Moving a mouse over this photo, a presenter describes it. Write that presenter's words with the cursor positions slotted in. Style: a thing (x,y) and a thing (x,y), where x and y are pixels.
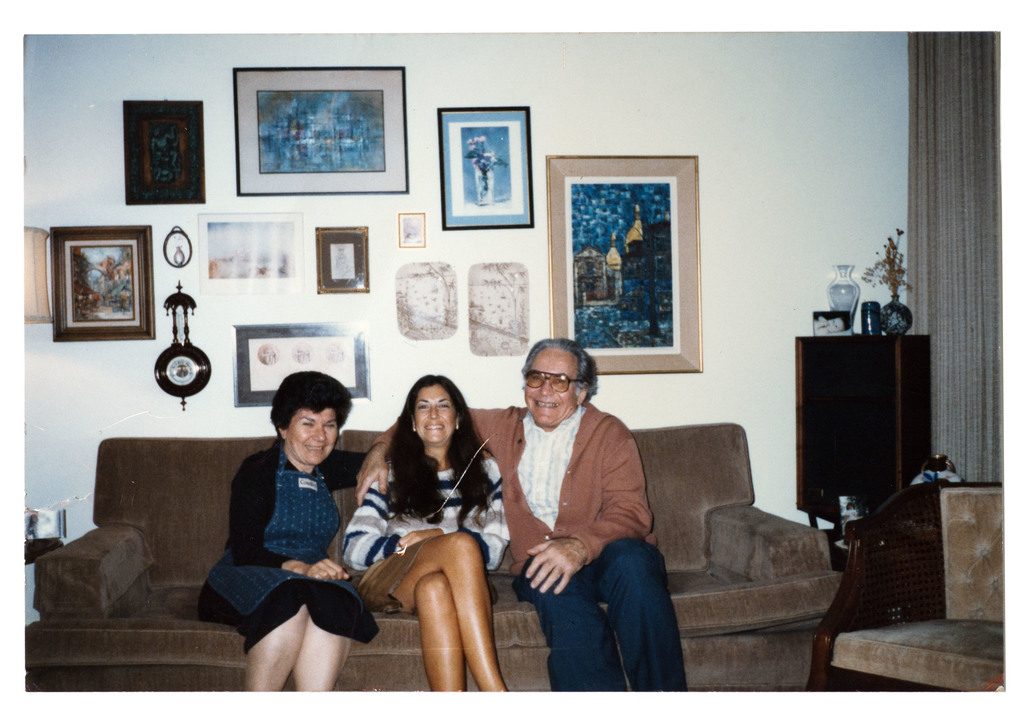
In this picture we can see three people (304,568) sitting on a sofa (202,556), they are smiling and in the background (916,392) we can see a wall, photo frames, clock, flower vase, curtain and some objects (912,412).
